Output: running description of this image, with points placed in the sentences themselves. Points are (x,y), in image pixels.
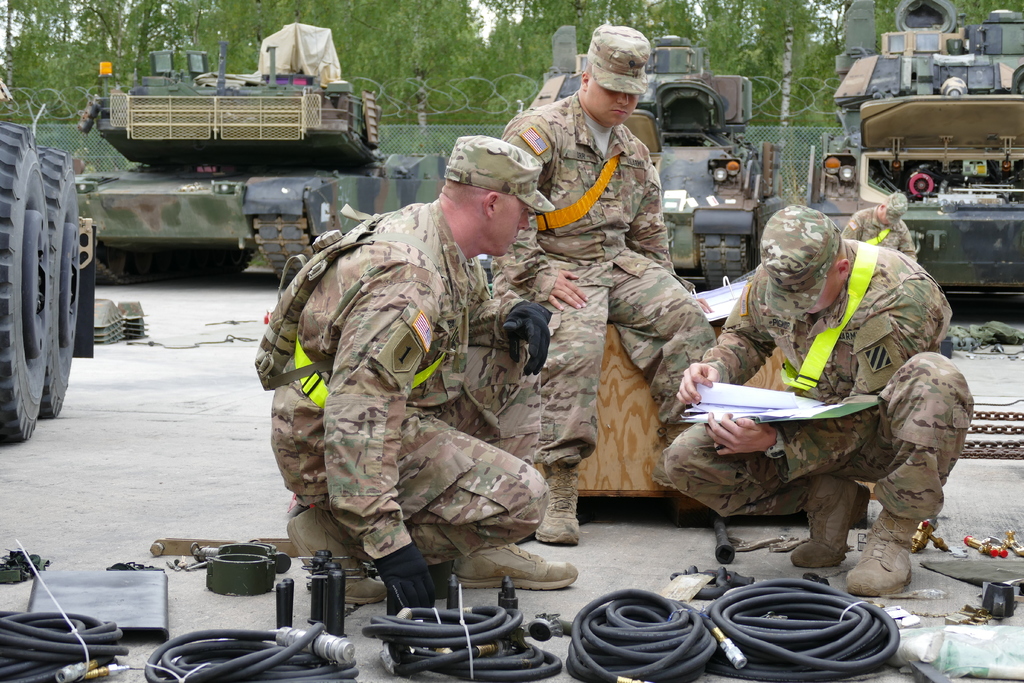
In the center of the image (555,304) there are three persons (551,530). At the bottom of the image (303,682) there are many objects (602,678) placed on the road (142,536). In the background of the image (218,249) there are war tanks (669,171). There are trees (465,23). There is a fencing (427,106).
